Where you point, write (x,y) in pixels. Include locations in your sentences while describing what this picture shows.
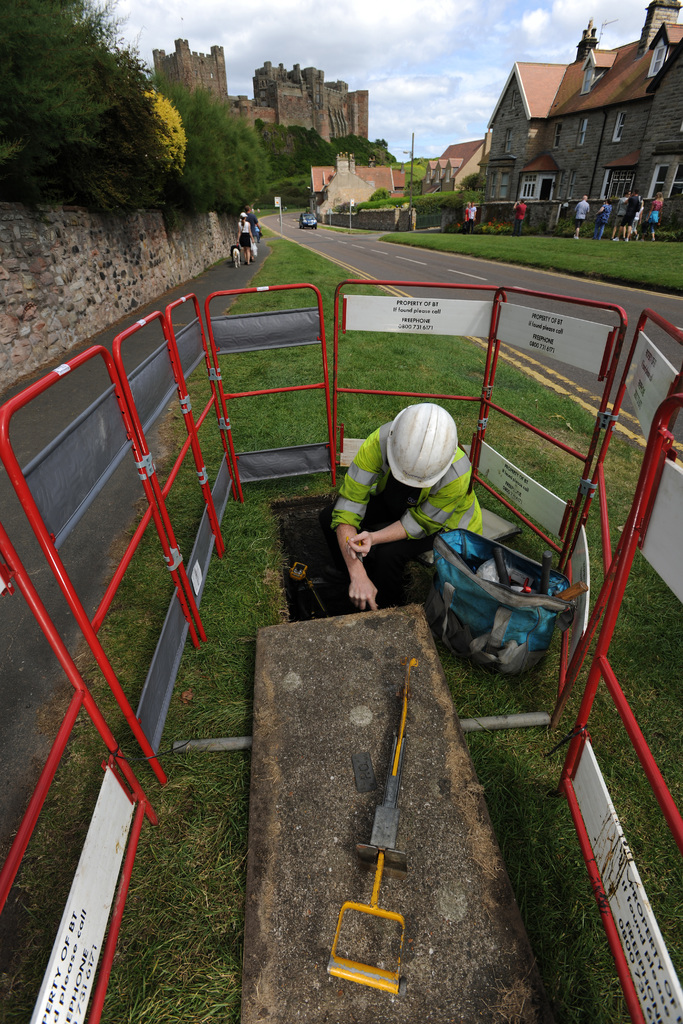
In the picture I can see people (424,477) among them some are standing and one person (428,501) is in a squat position. In front of the image I can see fence (145,438), the grass (226,584), a bag (483,639) and some other objects (353,765) on the ground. In the background (327,153) I can see buildings (335,134), trees (125,132), the sky (382,70), vehicle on the road (369,275) and some other objects (320,216).
